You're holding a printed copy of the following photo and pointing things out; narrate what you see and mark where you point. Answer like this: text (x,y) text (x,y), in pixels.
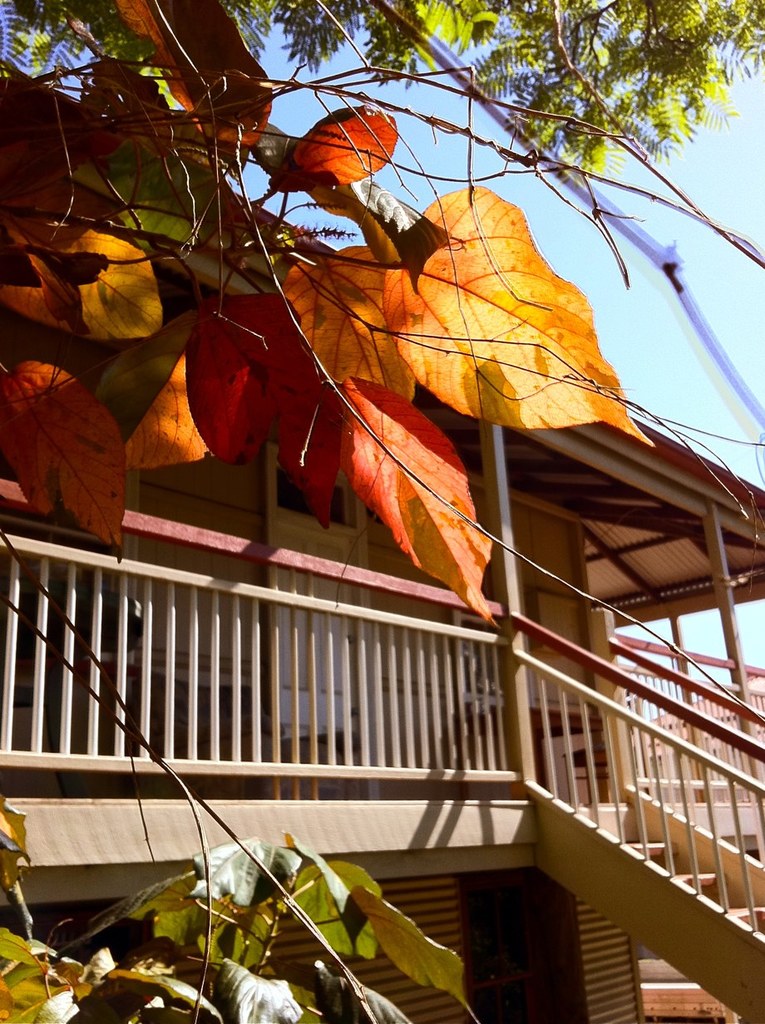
In this image there is a building (410,766) and we can see stairs (654,849). We can see trees (330,885). In the background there is sky (665,326).
